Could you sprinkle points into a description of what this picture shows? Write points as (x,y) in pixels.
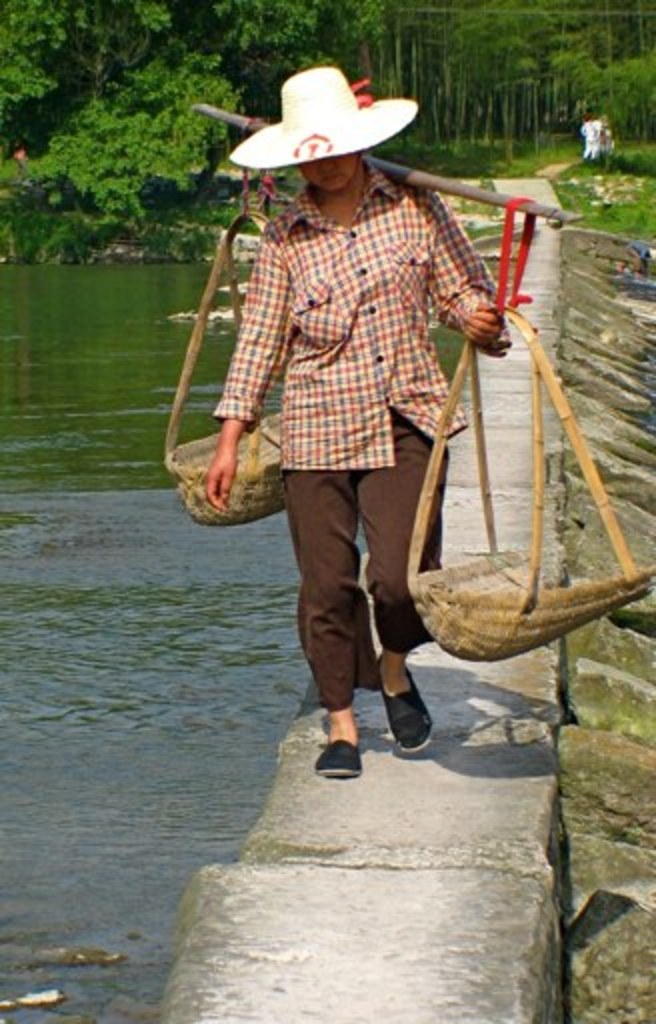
In this picture we can see a person (268,287) carrying a pole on the path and in the background (244,265) we can see water (290,640) and trees (130,124).
